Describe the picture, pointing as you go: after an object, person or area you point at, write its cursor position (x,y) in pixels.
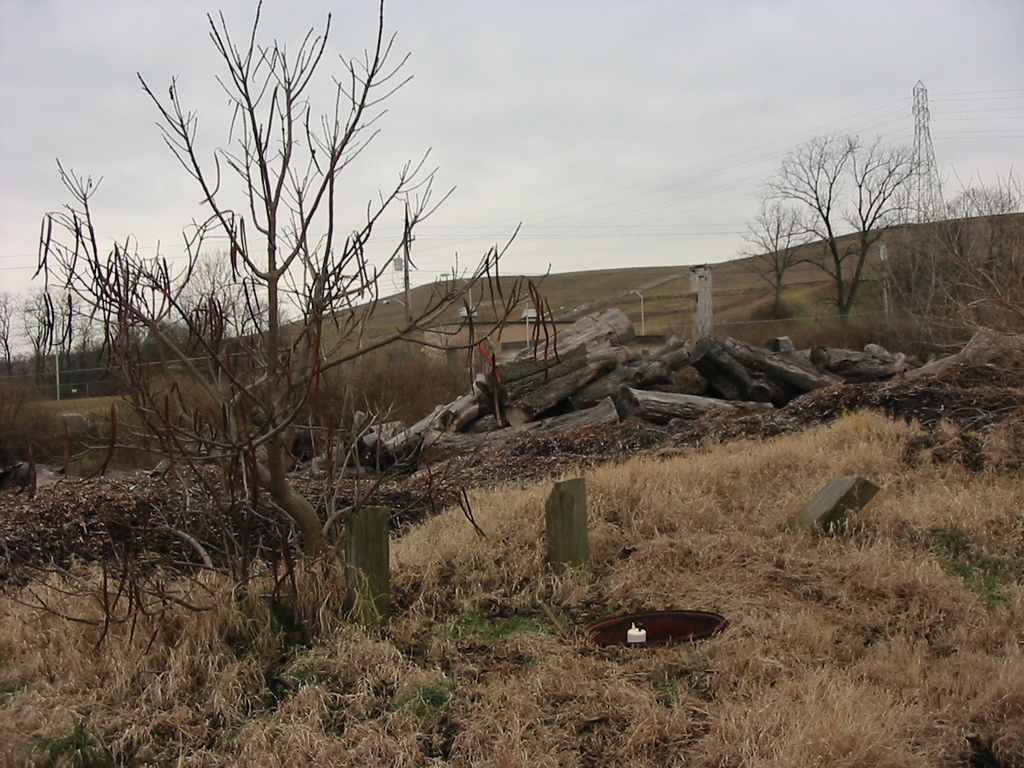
In this picture I can see the grass (502,491), few stones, log of woods (544,364) and number of trees (140,310) in front (340,295). In the background (451,244) I can see the wires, a tower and the sky (433,101).
